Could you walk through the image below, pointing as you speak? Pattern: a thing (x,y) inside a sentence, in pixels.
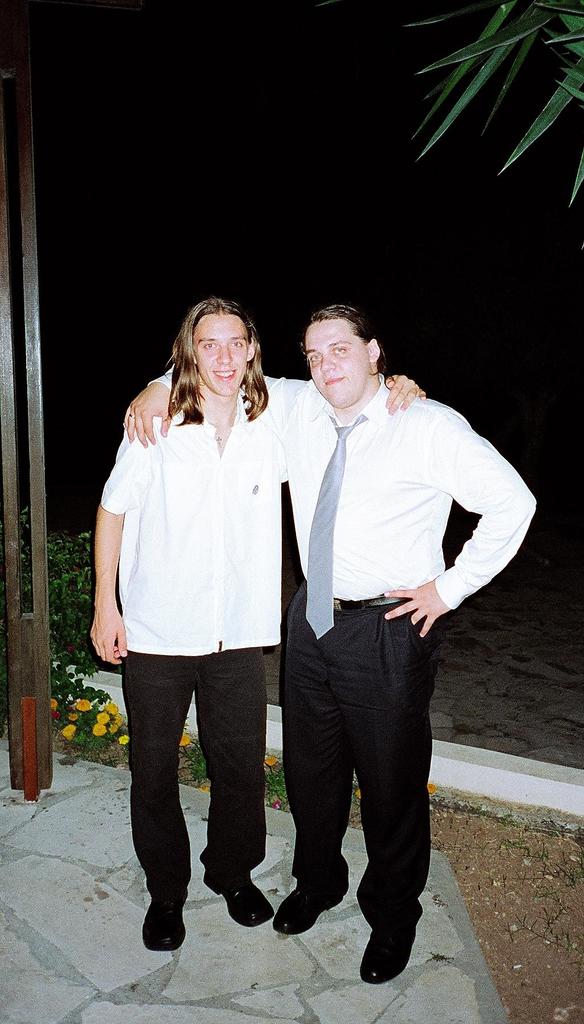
In this image, in the middle (279,532), we can see two men (448,513) are standing. On the left side (10,468), we can see a pillar (49,674), plant (67,732) with some flowers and the flowers (121,742) which are in yellow color. On the right side (507,83) top, we can see a plant (531,136). In the background (355,244), we can see black color.
